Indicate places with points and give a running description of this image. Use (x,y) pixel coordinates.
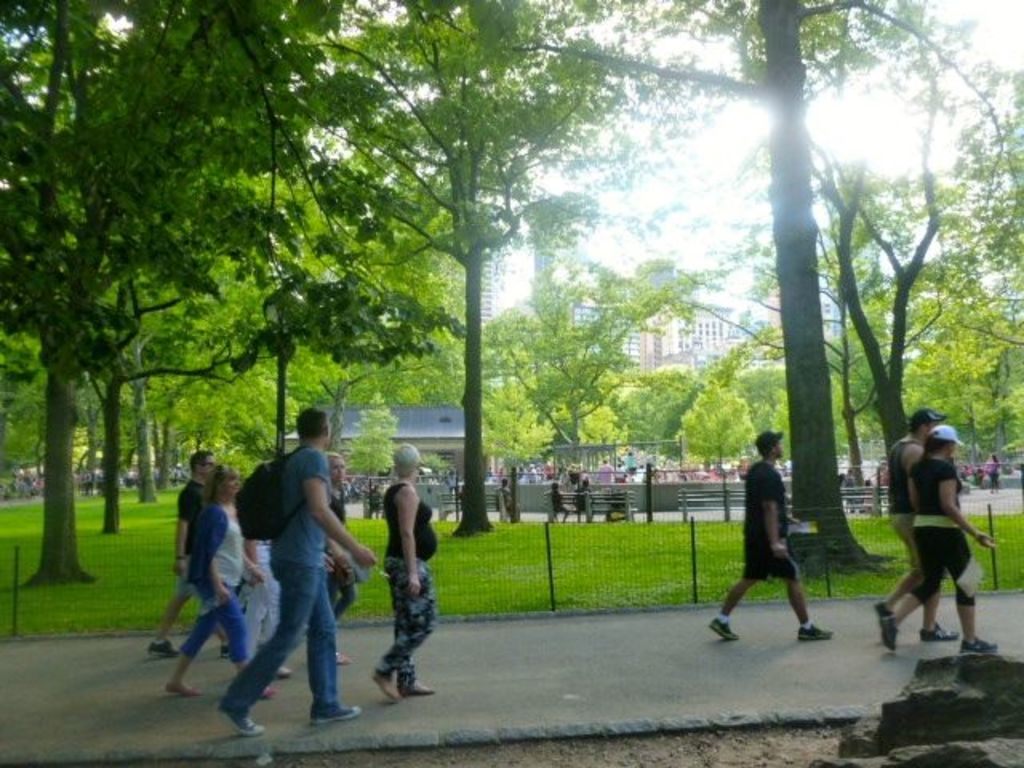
There are few people (314,570) walking on the road (528,653). Some are wearing caps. In the back (150,542) there are trees (111,522), grass (150,542), benches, buildings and people (500,503).
